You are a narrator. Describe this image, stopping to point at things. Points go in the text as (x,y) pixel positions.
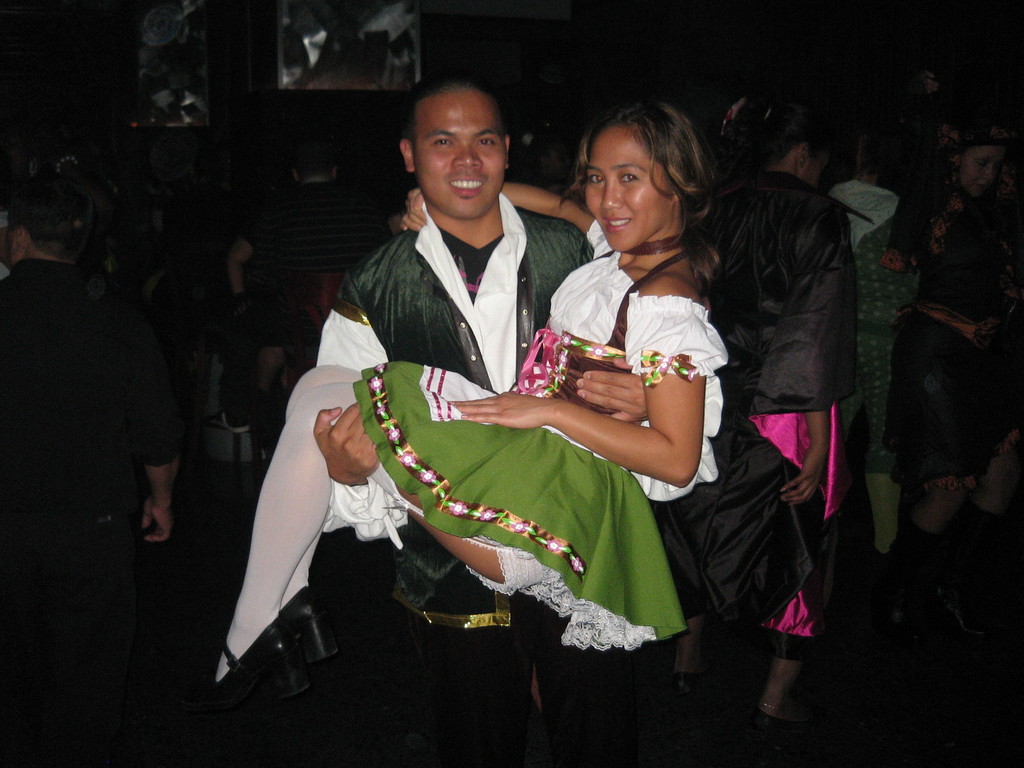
This man (480,278) is lifting a girl (633,313). Background (911,275) there are people (111,348).
